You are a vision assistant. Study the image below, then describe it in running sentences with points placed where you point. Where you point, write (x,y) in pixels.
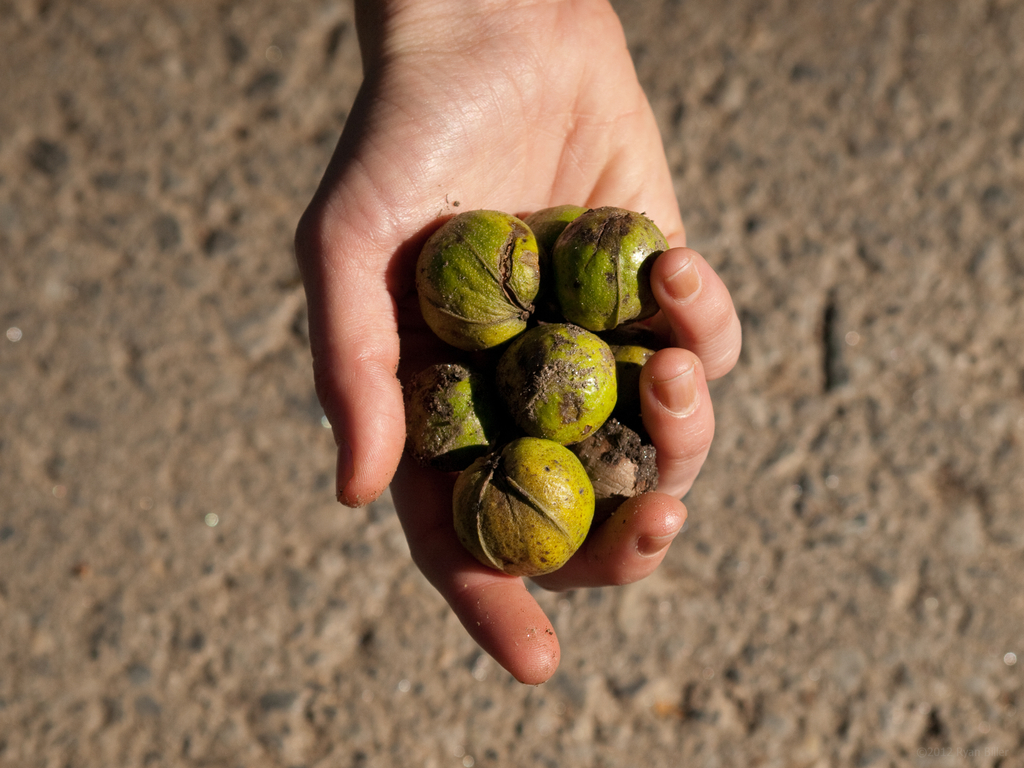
In the image we can see a hand (665,264), in the hand (451,545) there are something.
